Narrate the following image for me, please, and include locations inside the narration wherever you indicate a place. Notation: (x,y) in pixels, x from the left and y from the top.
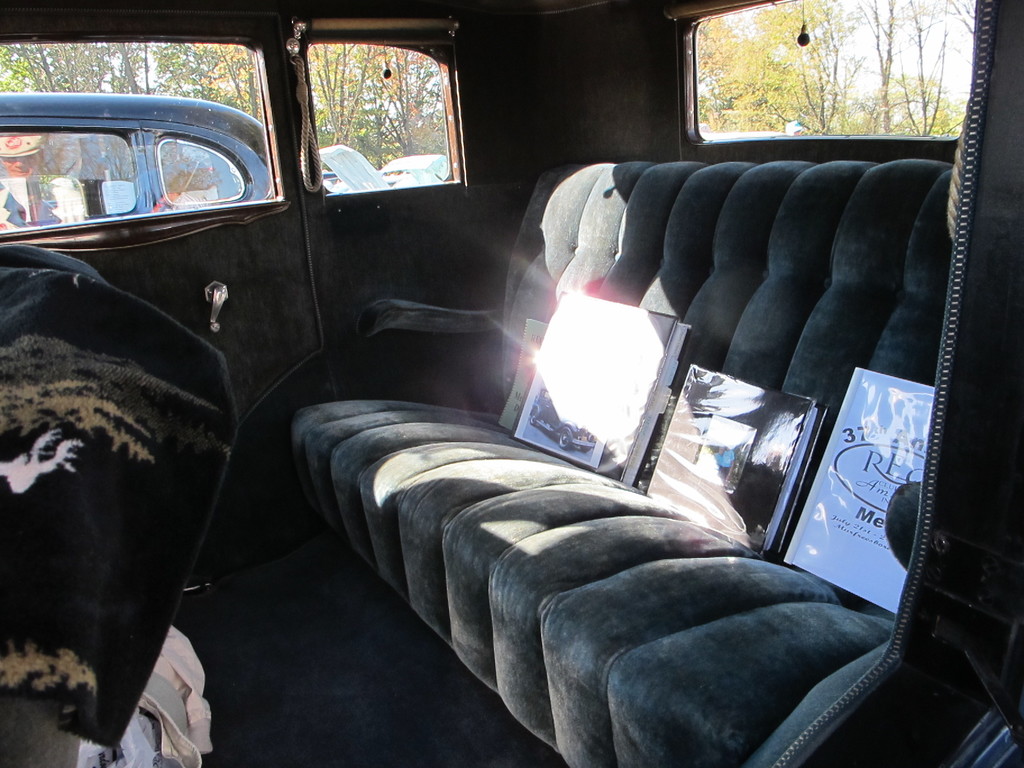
In this image we can see an inside of a vehicle (328,566). There are few objects (784,519) on the seat (727,576) of the vehicle (748,335). Through the window (65,146) of the vehicle (192,264) we can see a group of trees (169,88) and vehicles (137,120). From the back window (775,94) of the vehicle (412,189) we can see a group of trees (749,95) and the sky (867,24). On the left side of the image (106,457) we can see an object (75,559).
